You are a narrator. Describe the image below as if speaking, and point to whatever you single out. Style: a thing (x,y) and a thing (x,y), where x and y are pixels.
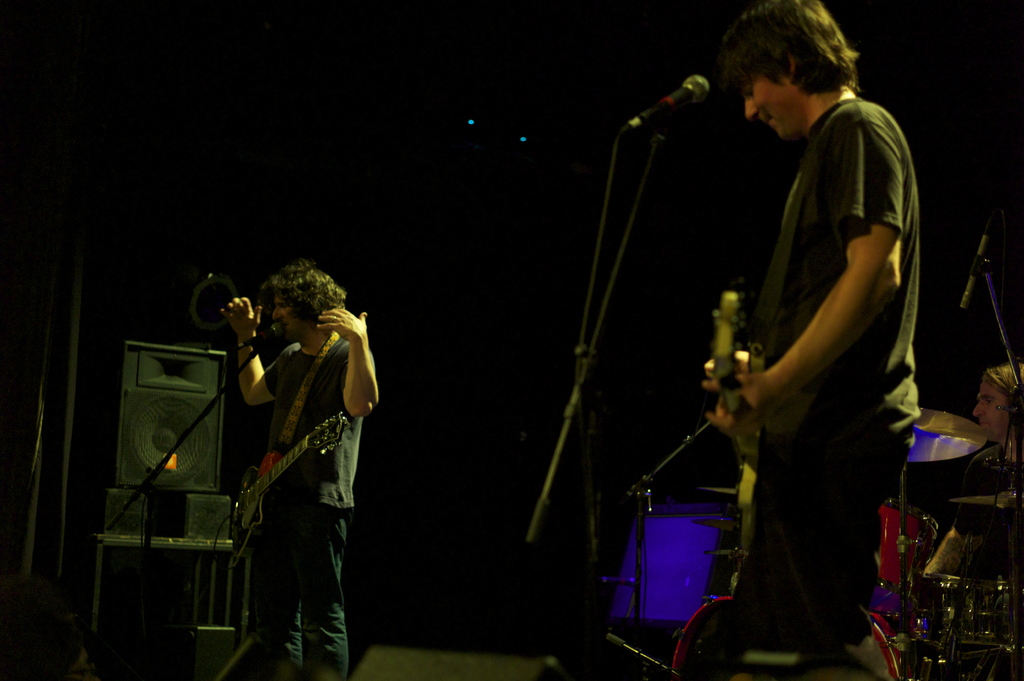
In this image at the right side (770,526) person (786,319) is playing guitar (743,436). Behind him there are some other musical instruments (721,525). In front of him there is a mike (671,105). At the left side of the image (299,370) there is a person (342,534) singing a song on a mike (278,329). Beside him there is a speaker (184,454).
